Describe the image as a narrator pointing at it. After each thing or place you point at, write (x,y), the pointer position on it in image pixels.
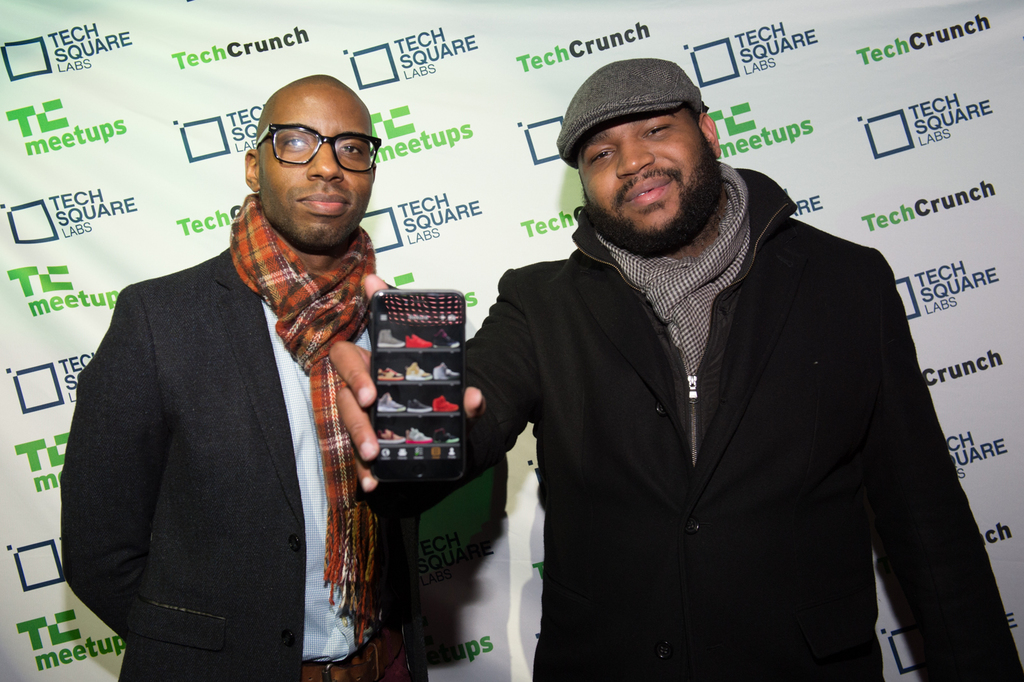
There is a man (571,428) holding a phone (376,413) and another man (263,224) beside him in the foreground area of the image (289,186), it seems like a poster (409,163) in the background (409,163).
